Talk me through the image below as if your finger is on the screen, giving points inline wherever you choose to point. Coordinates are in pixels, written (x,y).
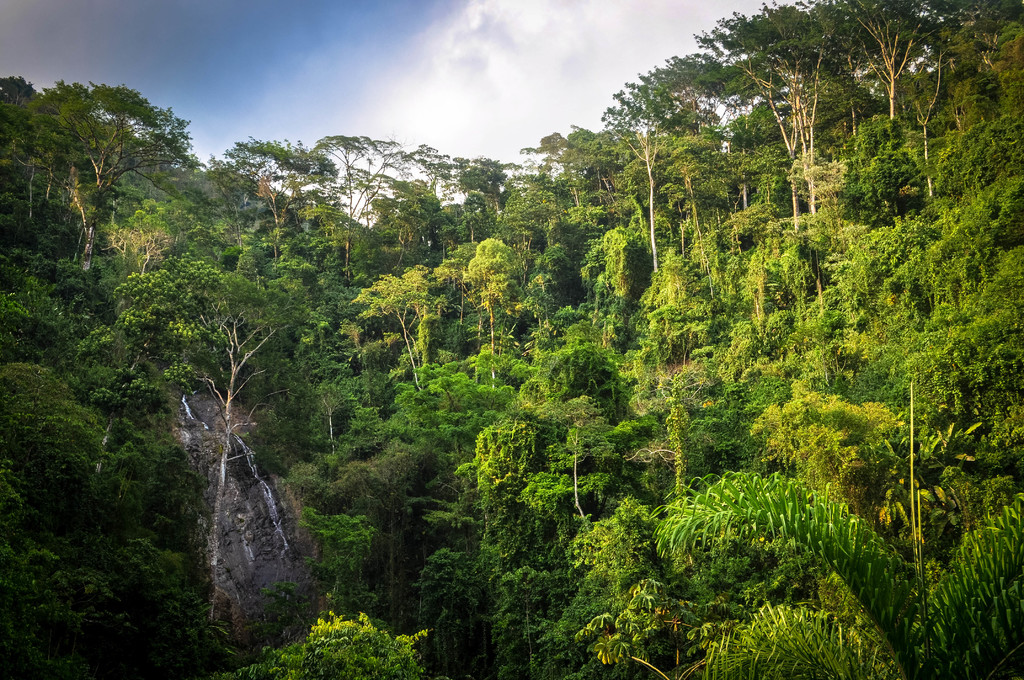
As we can see in the image there are trees (482,341), water (284,539), sky (273,46) and clouds (511,25).
